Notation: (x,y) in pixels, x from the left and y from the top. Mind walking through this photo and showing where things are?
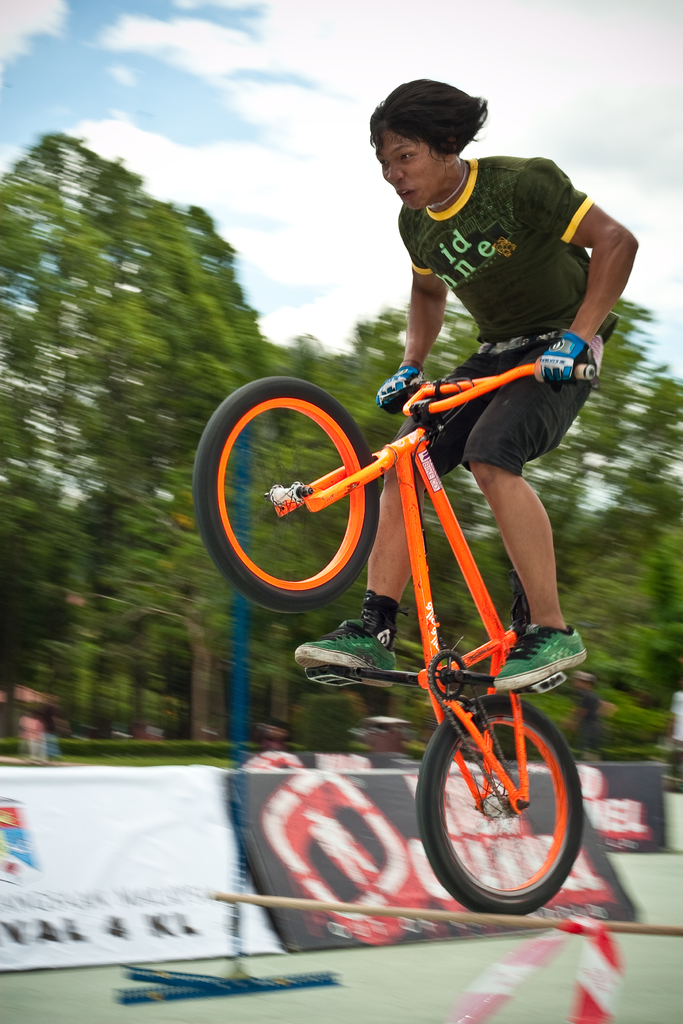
In this image in front (372,671) there is a person (371,565) cycling on the wooden pole (525,921). Behind him there are banners (207,804). At the bottom of the image (400,990) there is a mat (351,1000). In the background of the image (227,344) there are trees (214,348) and sky (280,68).
